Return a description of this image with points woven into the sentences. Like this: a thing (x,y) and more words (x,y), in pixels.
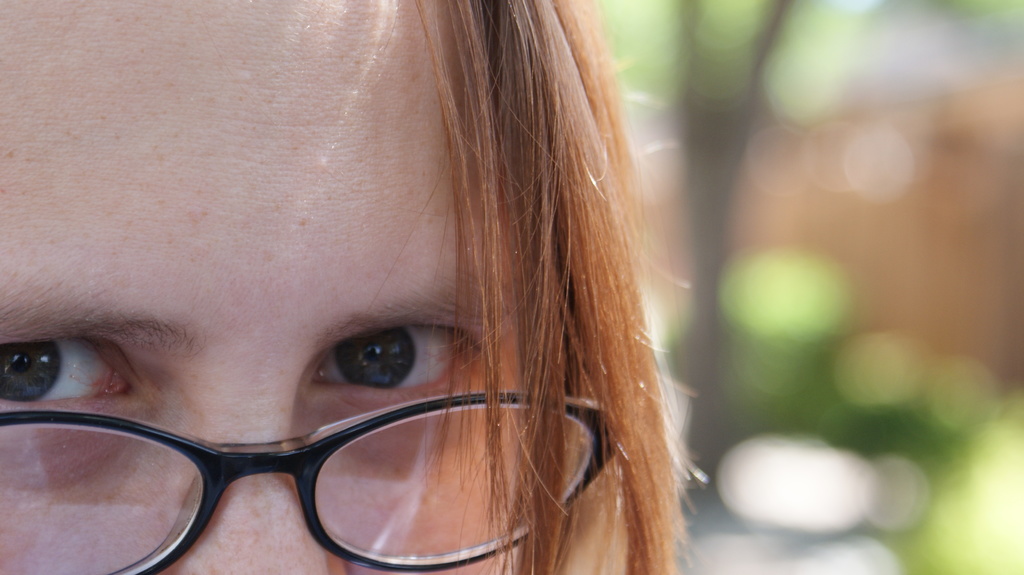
On the left side of this image (110,298) I can see a person's head (200,256) having black color spectacles (249,466). On the right side (804,221) the images is blurred.
